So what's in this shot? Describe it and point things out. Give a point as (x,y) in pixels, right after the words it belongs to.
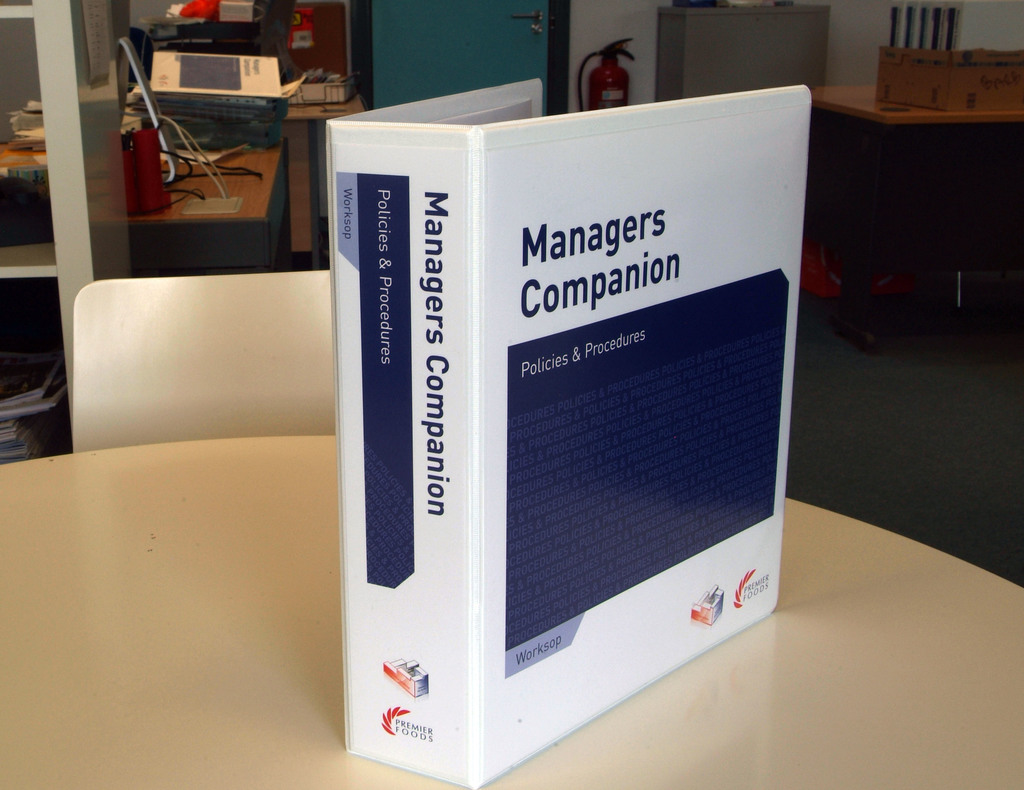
In the image there is a book (435,288) kept on a table (899,727) and behind the table (150,553) there is a chair (80,368), behind the chair (78,324) there is a door (415,63), fire extinguishers (598,69), files (269,107) and other objects (150,155).
